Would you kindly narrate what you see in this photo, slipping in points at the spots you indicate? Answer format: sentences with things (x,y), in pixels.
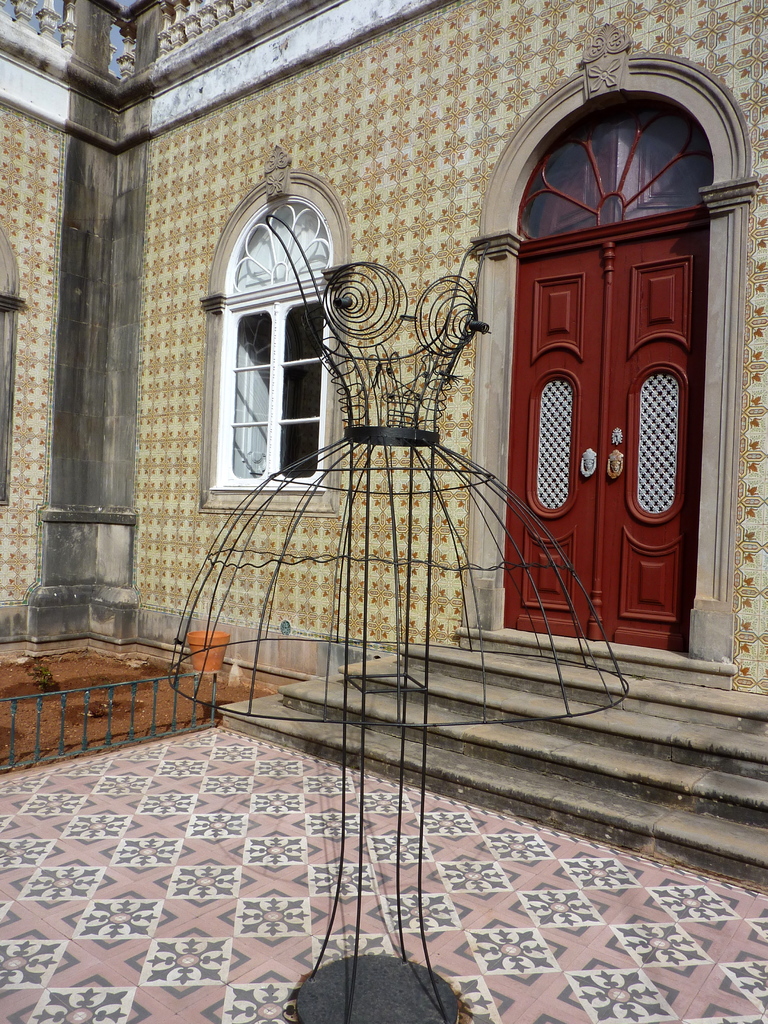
In the image we can see an object (408,566) made up of metal (457,568). Here we can see door (568,497), fence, window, wall (22,170) and the floor (221,893).
